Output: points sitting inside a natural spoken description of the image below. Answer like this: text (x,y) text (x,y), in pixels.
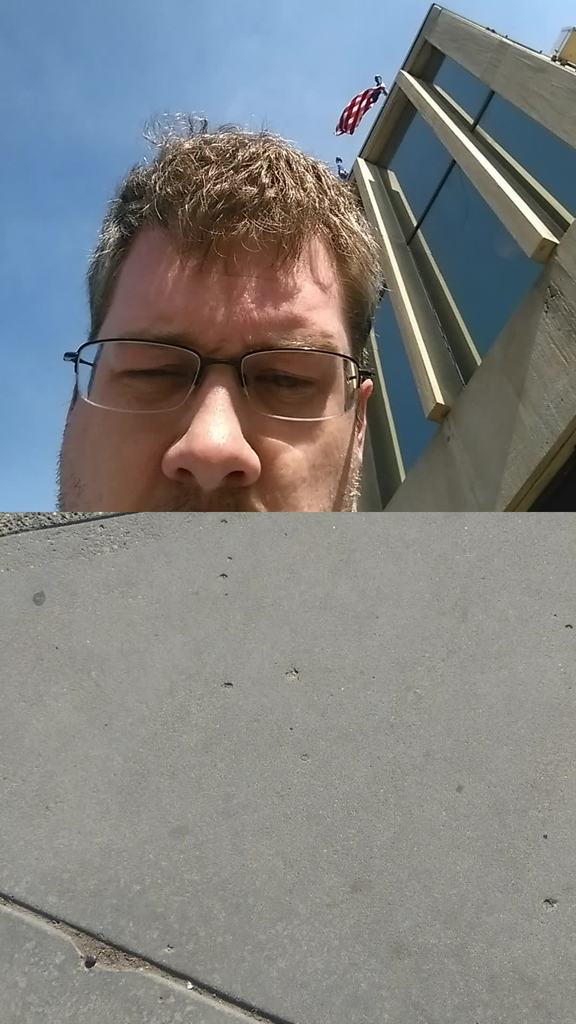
In the image there is cement object (191,702) and behind that a man (101,469) is hiding his face (291,479), the person's face (216,468) is partially visible and behind the person (239,228) there is a building (443,329).
